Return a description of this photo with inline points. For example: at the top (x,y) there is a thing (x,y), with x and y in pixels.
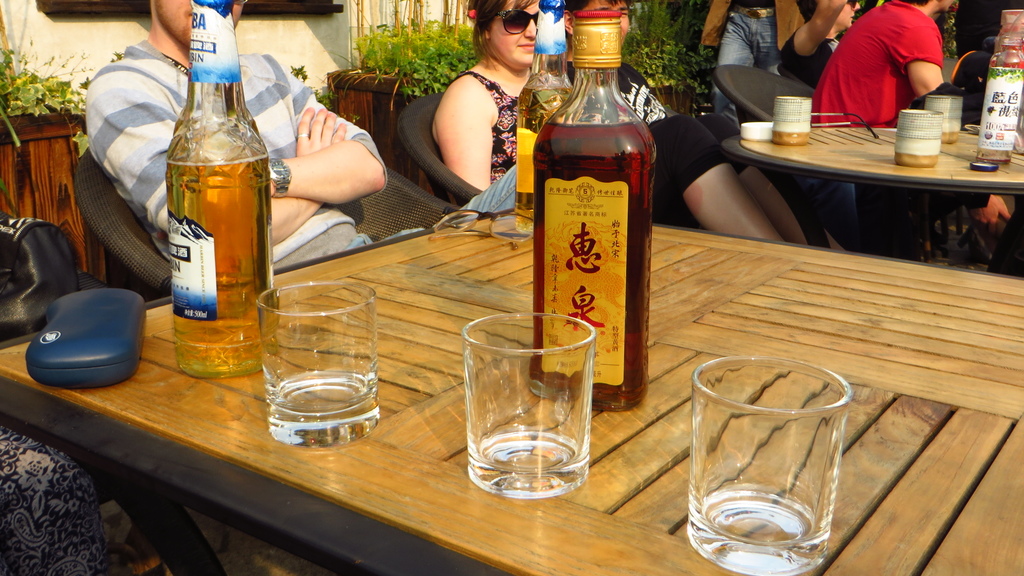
In this picture we can see a group of people (805,34) sitting in the open type restaurant (304,348) and on the big wooden table (655,261) there is two beer bottles (246,275) and three empty glasses (339,419), sun glass box (91,355) in the left side (116,310). A man (133,187) is sitting on the chair (104,202) wearing white and blue strip t-shirt (129,117) beside him another woman (483,127) is sitting wearing a sunglasses (514,31). On the other table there two boys (855,71) sitting on chair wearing red and black color t-shirt (797,54).
